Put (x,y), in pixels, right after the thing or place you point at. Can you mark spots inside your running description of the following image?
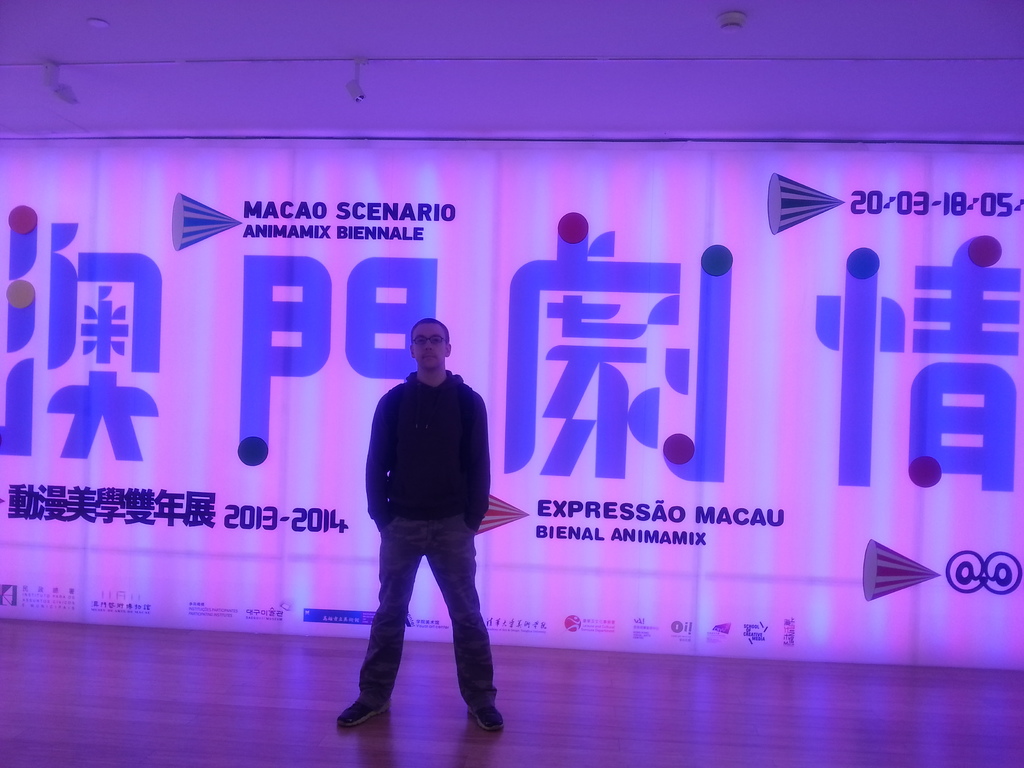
In this picture we can see a person (373,437) wearing a spectacle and standing on the floor (406,748). There is some text (973,368), numbers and cone shaped objects (868,563) are visible on a white surface (531,187). We can see a light (359,76) on top of the image (362,99).
